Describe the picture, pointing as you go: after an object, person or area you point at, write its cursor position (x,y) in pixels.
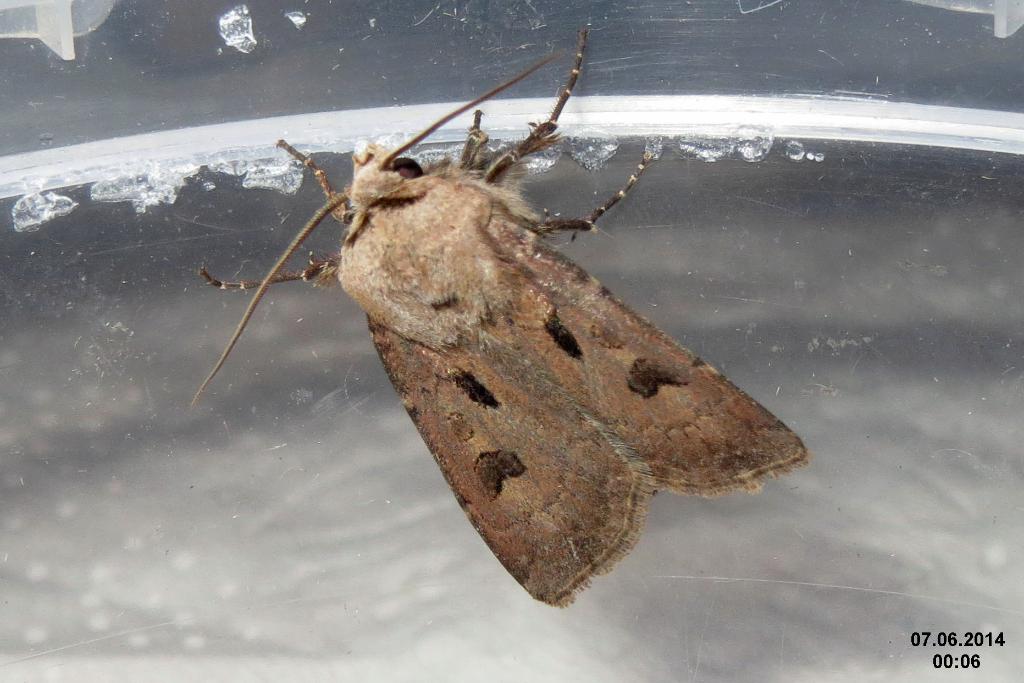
In the foreground of this picture (524,406), there is an insect (513,277) on a transparent object (216,274).
